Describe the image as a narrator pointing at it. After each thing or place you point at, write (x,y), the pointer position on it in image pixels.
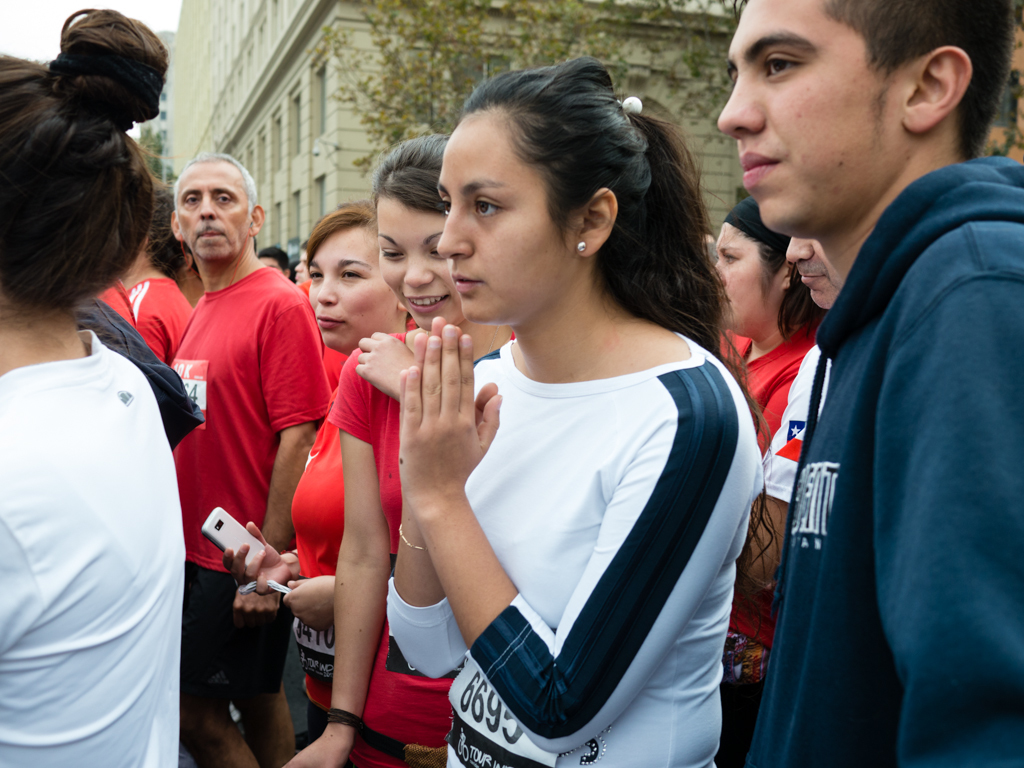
In this image I can see few people (627,557) wearing t-shirts (383,396), standing facing towards the left side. On the right side (907,434) there is a man (903,406) wearing a jacket (878,502). In the background (224,67) there is a building (276,47).
